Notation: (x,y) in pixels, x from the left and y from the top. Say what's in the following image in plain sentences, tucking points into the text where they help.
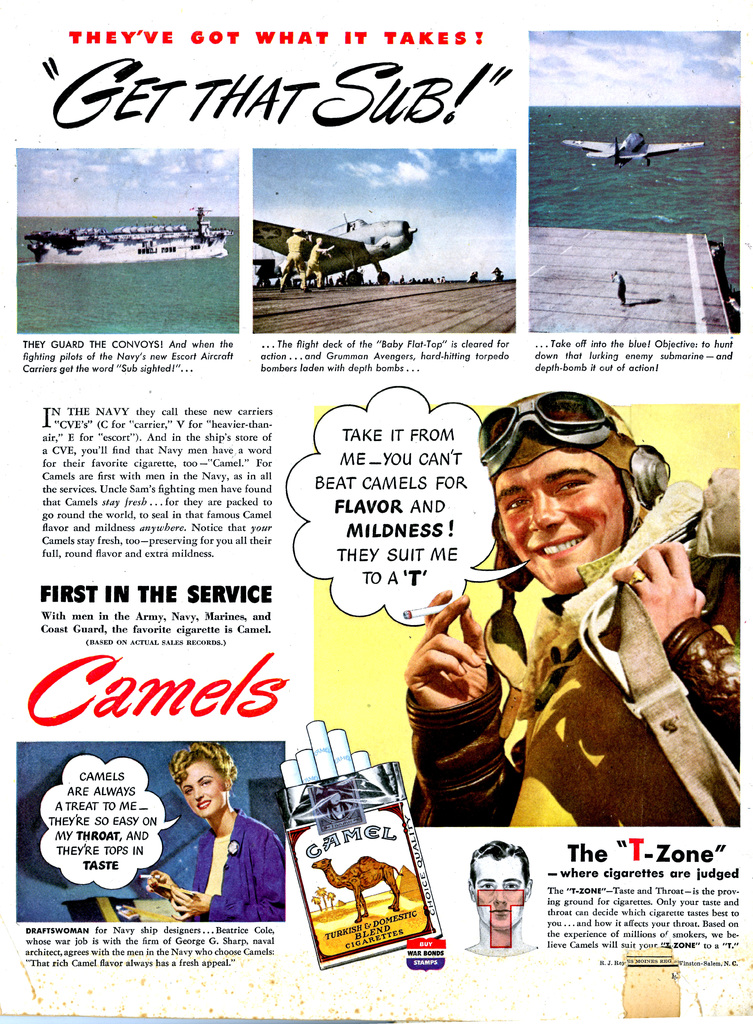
In this picture I can see there is a image of a man (463,755), he is wearing a cap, glasses (563,426) and smiling. There is another image of a woman (200,809) at left side (228,877) bottom, she is holding a cigarette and smiling. There is a ship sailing on the water (100,325), there is a aircraft image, two people (291,251) are standing at the aircraft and there is another image of aircraft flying and the sky (448,174) has clouds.
